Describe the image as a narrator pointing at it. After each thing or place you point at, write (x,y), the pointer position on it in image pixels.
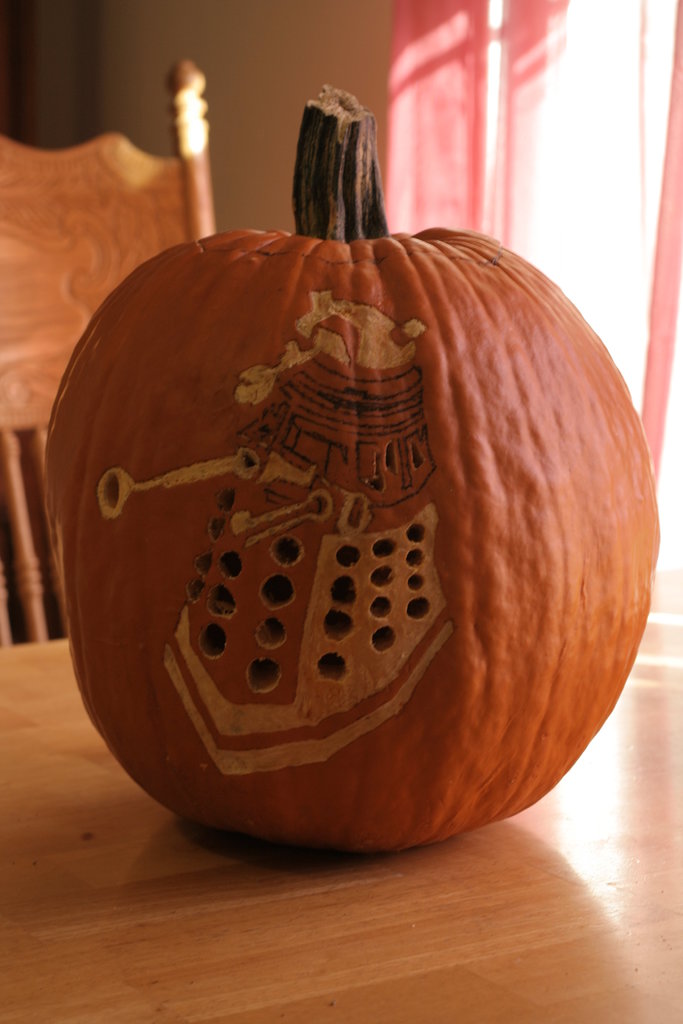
In this image there is a pumpkin (184,642) with holes (209,527) is having a paint (344,574) on it, the pumpkin (253,698) is on the table (192,830), behind the pumpkin (184,338) there is a chair (76,342), in the background of the image (531,146) there is a curtain (502,175), beside the curtain (500,141) there is a wall (225,138).
